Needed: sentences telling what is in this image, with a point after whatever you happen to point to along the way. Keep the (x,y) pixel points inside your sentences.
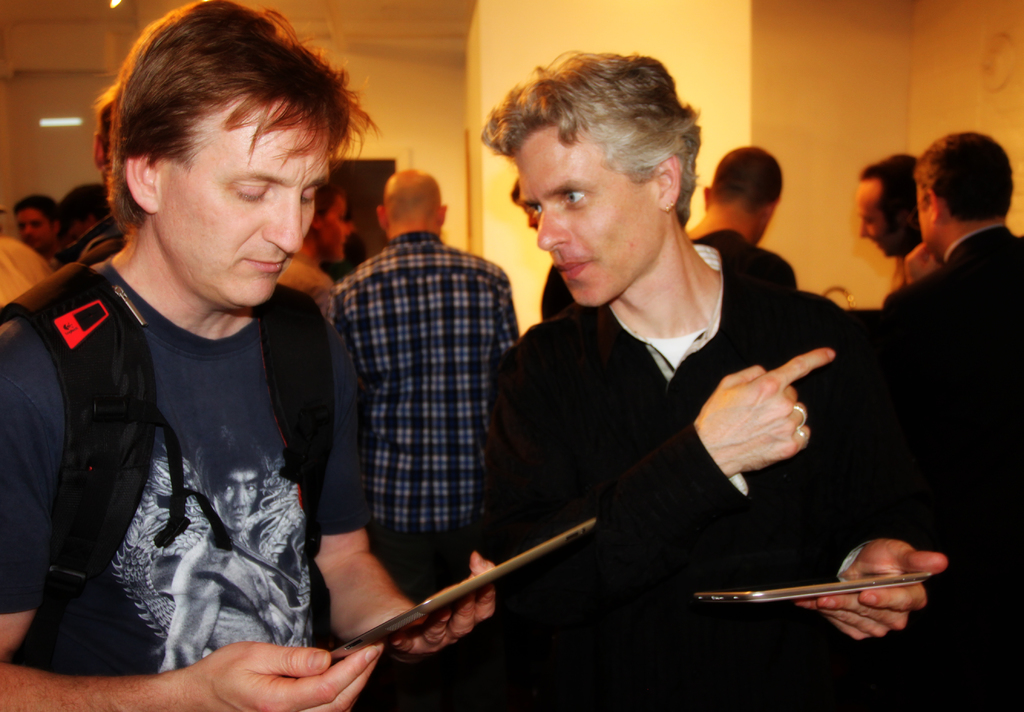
In this image I can see there are two persons (609,311) holding tablet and on the left side (225,357) person (225,357) is wearing a backpack (82,373), in the background (394,283) I can see few persons (1003,204) and the wall (871,23) and beam (515,43).
